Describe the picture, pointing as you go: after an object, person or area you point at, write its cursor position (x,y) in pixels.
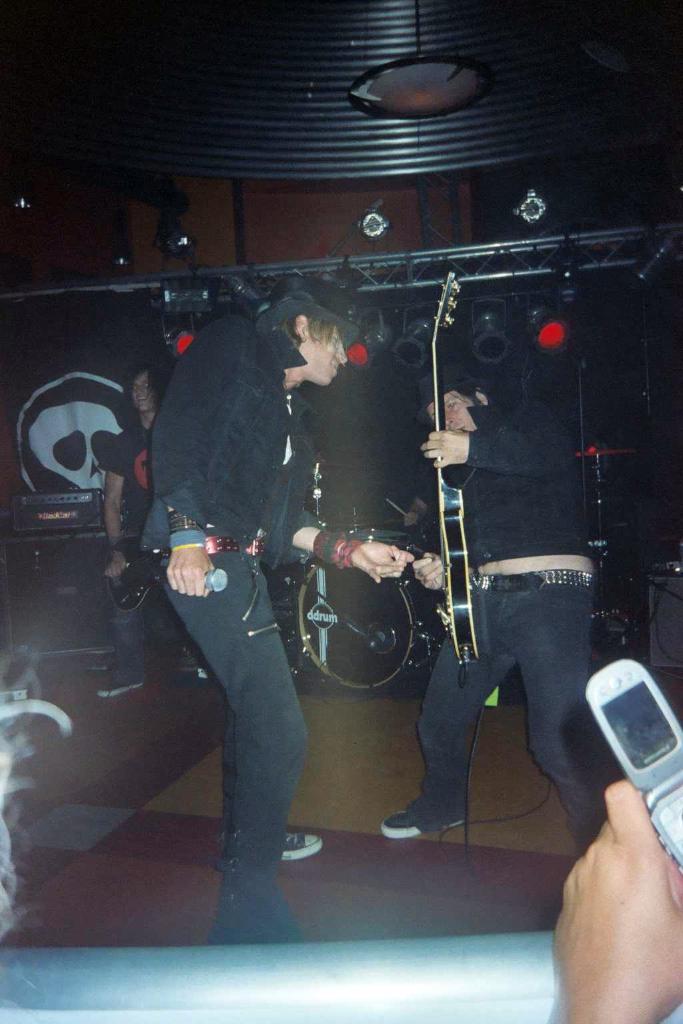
In the image we can see there are people (155,385) who are standing and holding guitar (458,602) and mic (214,573) in their hand (436,446).
